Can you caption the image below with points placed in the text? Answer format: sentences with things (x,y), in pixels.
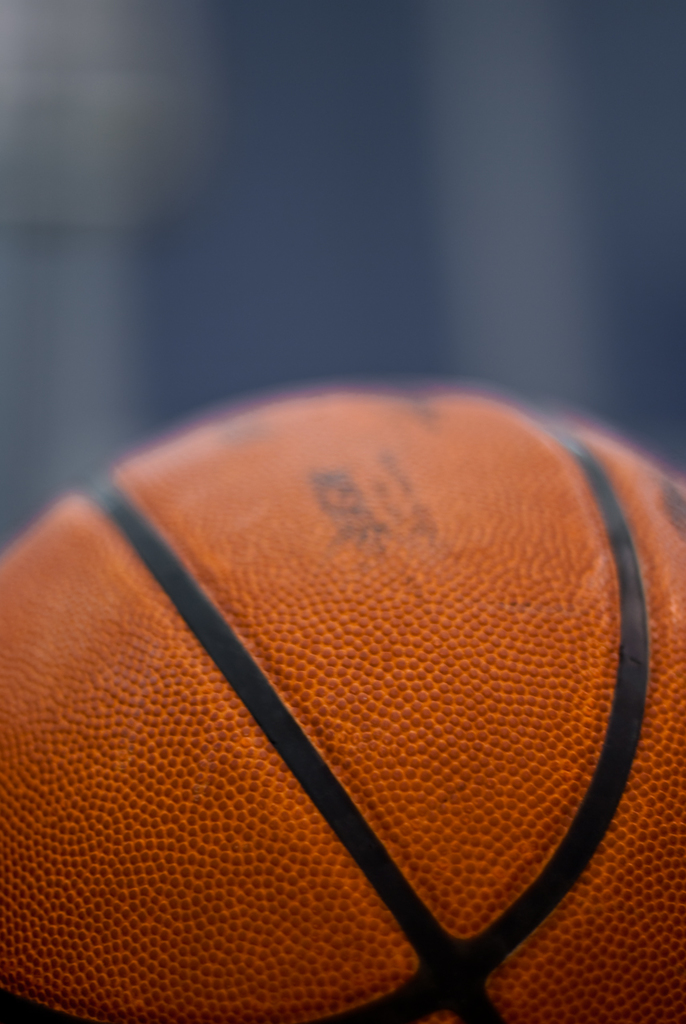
In the image we can see in front (122,563) there is a basketball (346,787) and behind the image is blur.
